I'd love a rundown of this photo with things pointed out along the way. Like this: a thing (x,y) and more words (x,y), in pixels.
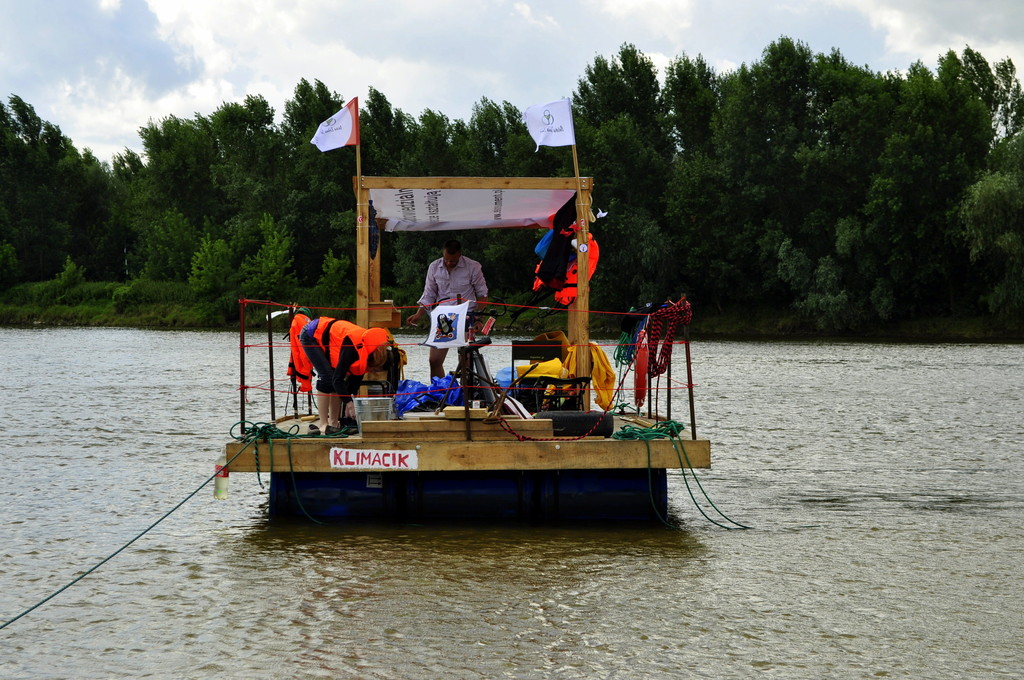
In this picture there is a boat (388,321) on the water (346,625) and there are two persons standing on the boat (442,426) and there are objects (467,349) on the boat (238,448) and there are flags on the boat (584,348). At the back (991,218) there are trees (705,213). At the top (202,91) there is sky (224,57) and there are clouds (265,92). At the bottom (288,557) there is water (594,521).
